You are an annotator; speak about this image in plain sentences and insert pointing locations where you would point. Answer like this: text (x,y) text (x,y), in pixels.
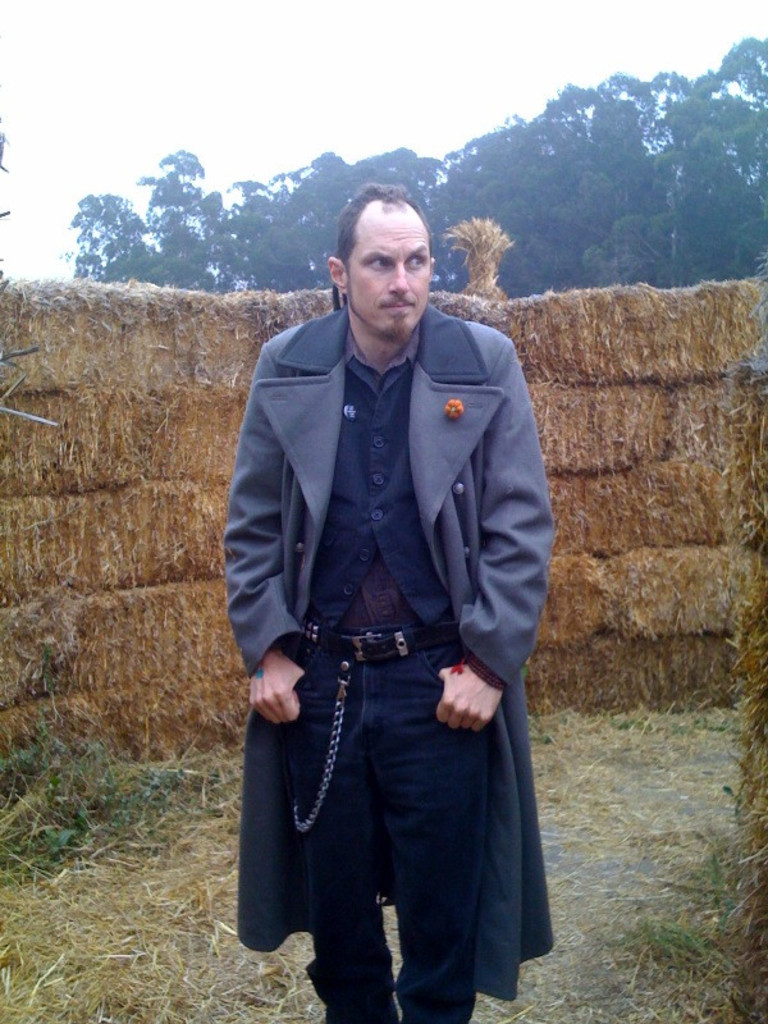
In the foreground of the pictures there is a person (353,510) standing, wearing a coat (273,647). On the left (75,805) there are plant (115,825) and grass (156,851). On the right (717,920) there is grass (688,488). In the background (704,402) there is grass (640,374). At the top (743,188) there are trees (753,168).
